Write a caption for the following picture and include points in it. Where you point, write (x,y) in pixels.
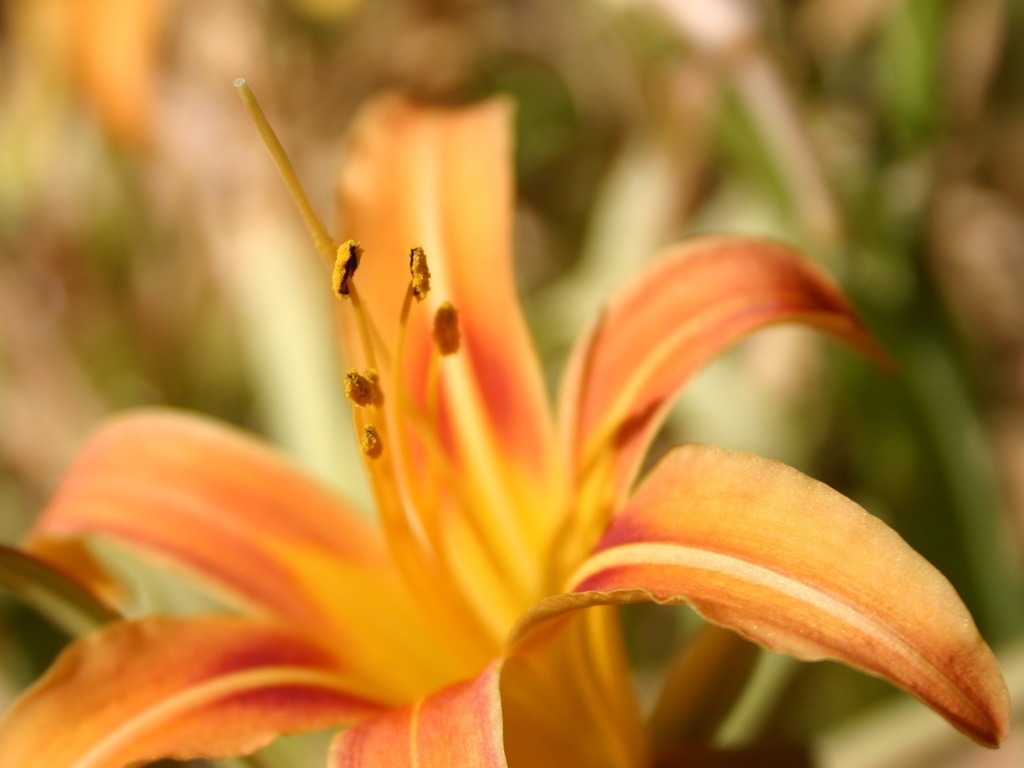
In this picture there is a orange flower (603,549) on the plant (692,693). On the left (328,434) we can see the leaves (328,434).
